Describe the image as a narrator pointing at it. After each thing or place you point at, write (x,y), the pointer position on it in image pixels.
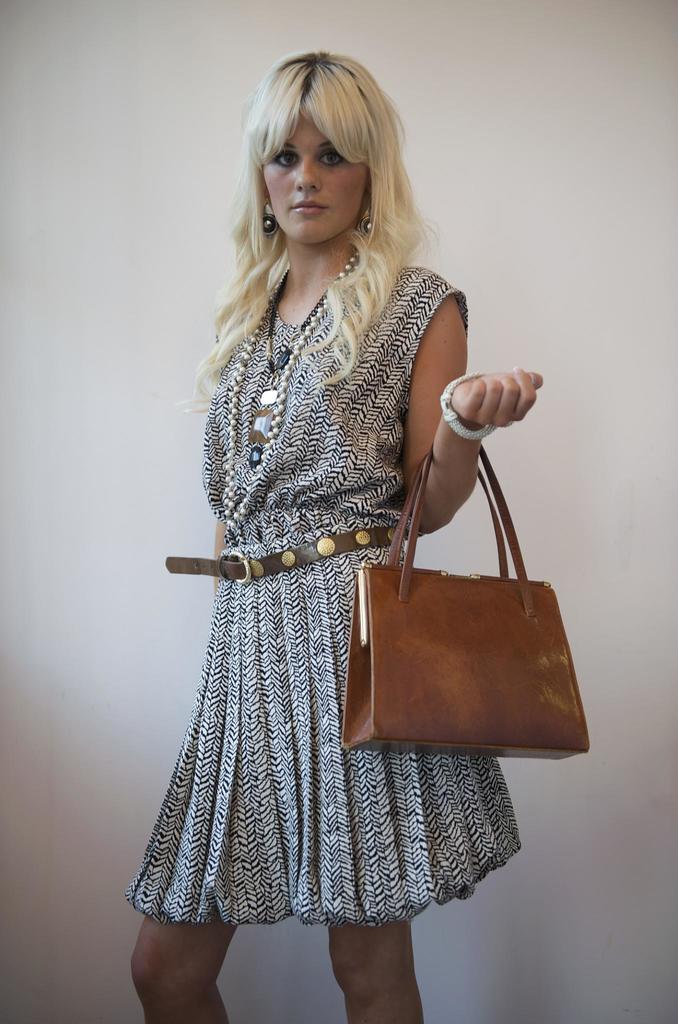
In the picture we can find woman (240,414) holding a handbag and her hair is in white in colour and she is wearing a skirt (305,378) with belt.
